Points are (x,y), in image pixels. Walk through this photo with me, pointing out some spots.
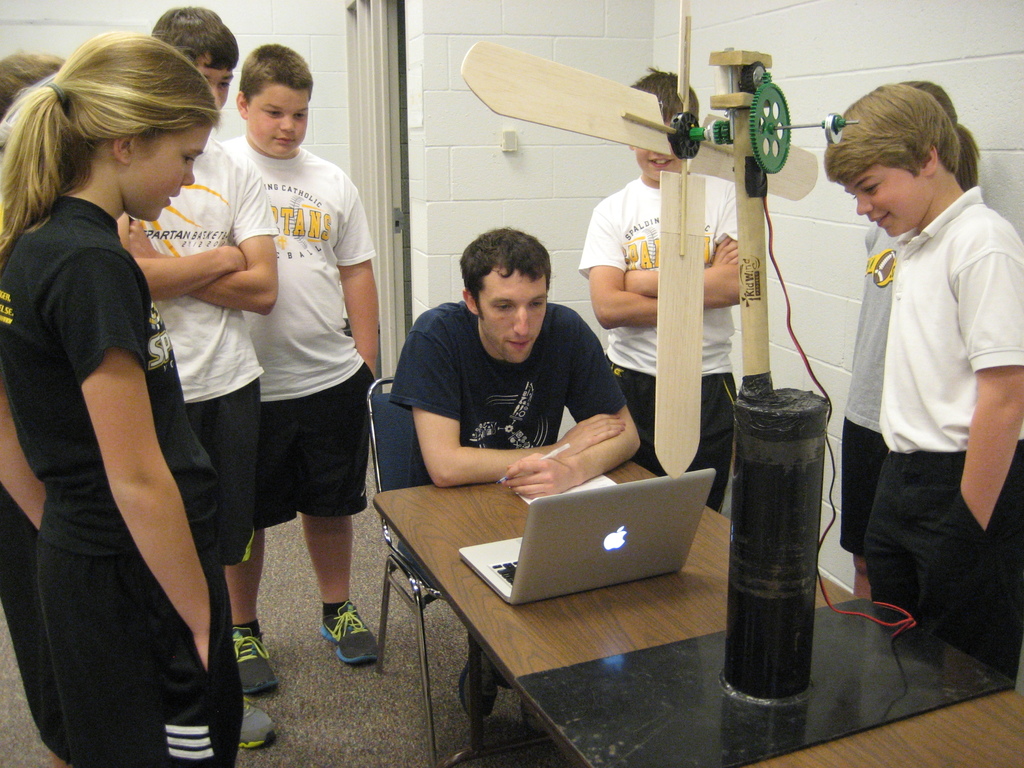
This picture is clicked inside. On the left (41,393) there is a girl (91,323) wearing black color t-shirt (83,381) and standing on the ground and we can see the group of people (251,213) wearing white color t-shirts (945,269) and standing on the ground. In the center (482,495) there is a wooden table (632,596) on the top of which a device (755,167) is attached and we can see a paper (607,482) and a laptop (553,532) is placed on the top of the table (596,617) and there is a person (463,352) wearing t-shirt (551,400), holding a pen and sitting on the chair (391,464). In the background (307,16) we can see the wall (346,16).
